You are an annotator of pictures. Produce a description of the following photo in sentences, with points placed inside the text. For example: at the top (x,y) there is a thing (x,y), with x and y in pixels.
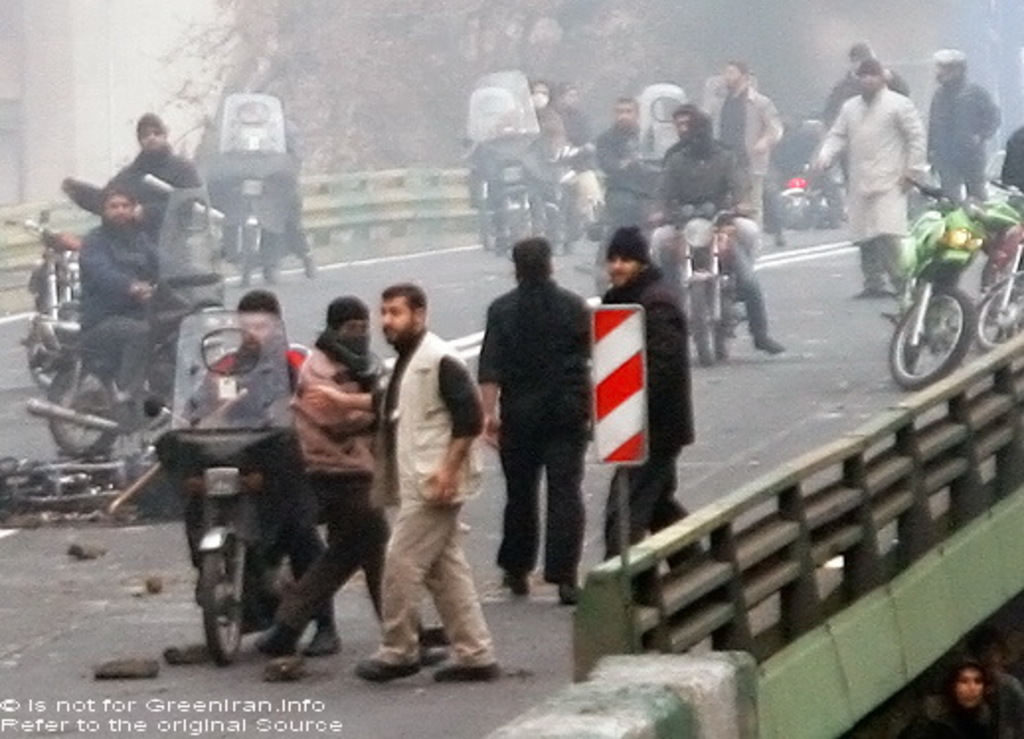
This picture is clicked outside the city. In the middle of the picture (554,347), we see the people (336,393) are standing. We see the people (170,204) are riding the bikes (231,206). At the bottom (43,556), we see the road (357,288). On either side of the road (759,470), we see the road railing (417,208). Beside the railing (346,180), we see the bikes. In the right bottom (974,719), we see a man (988,701) is standing. In the background (207,72), we see the trees (277,67) and a building (149,93) in white color. This picture is blurred.
